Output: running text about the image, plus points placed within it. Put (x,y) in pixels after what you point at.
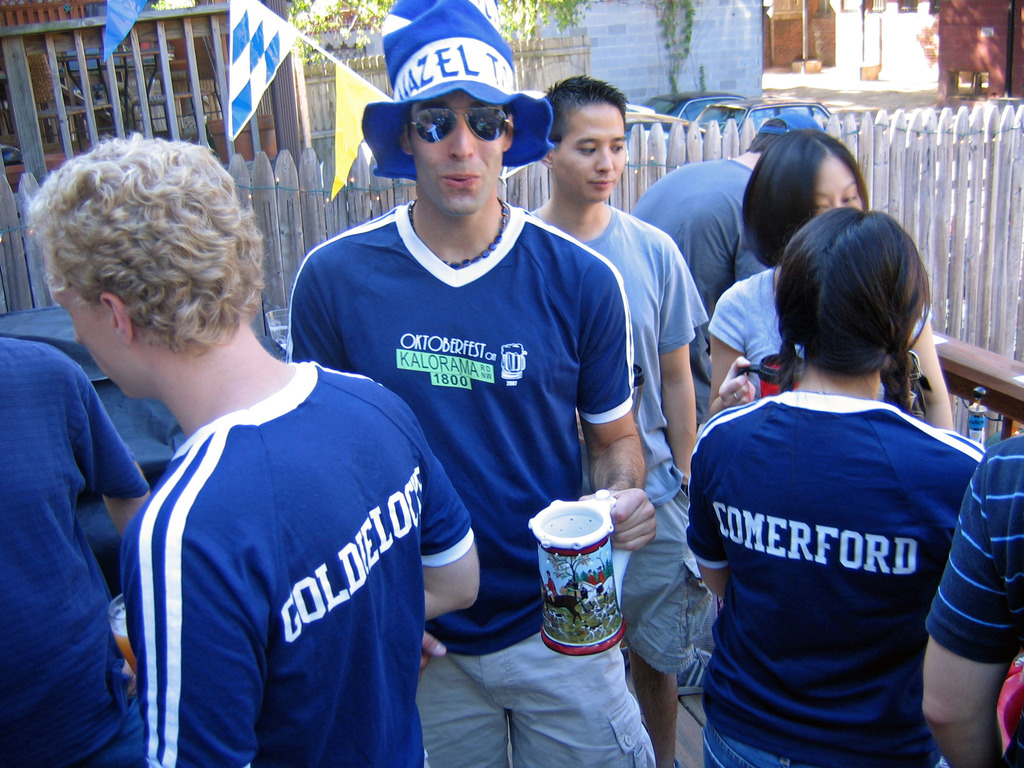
In this image, we can see persons (733,698) wearing clothes (380,533). There is a person (531,421) in the middle of the image (536,298) holding a jug (618,591) with his hand (615,508). There is a fence (683,147) in front of the building (684,76). There are decorative flags (355,97) in the top left of the image (255,2). There are cars (715,103) at the top of the image (750,113).
